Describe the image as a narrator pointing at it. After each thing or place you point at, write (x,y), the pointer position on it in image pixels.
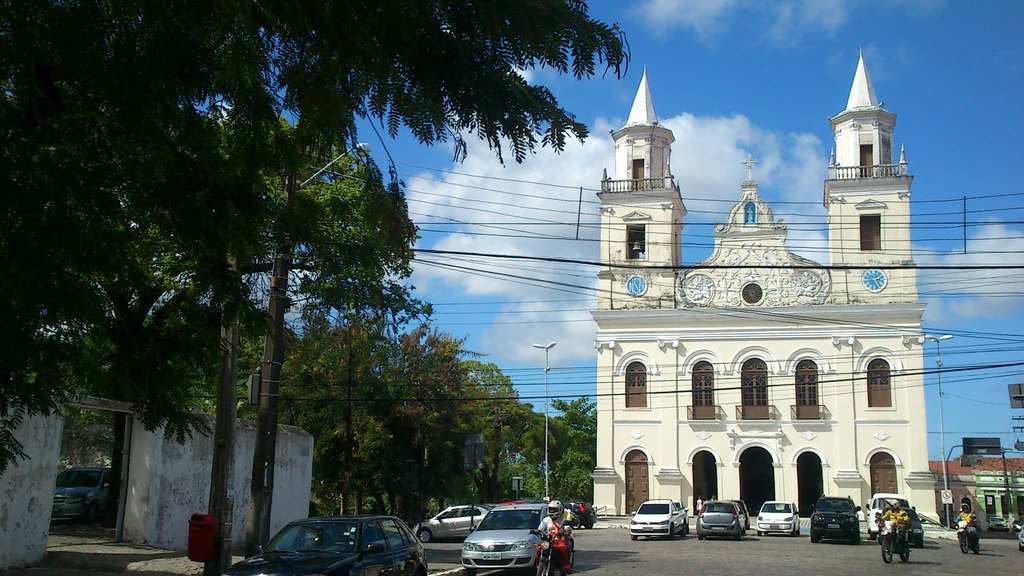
In this image, there are a few buildings (634,500), trees (566,492), poles (940,429), wires (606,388), boards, vehicles (788,514). We can see some people (568,536). Among them, some people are riding motor vehicles (966,548). We can see the ground (691,554). We can also see the sky (878,14) with clouds (520,328).
